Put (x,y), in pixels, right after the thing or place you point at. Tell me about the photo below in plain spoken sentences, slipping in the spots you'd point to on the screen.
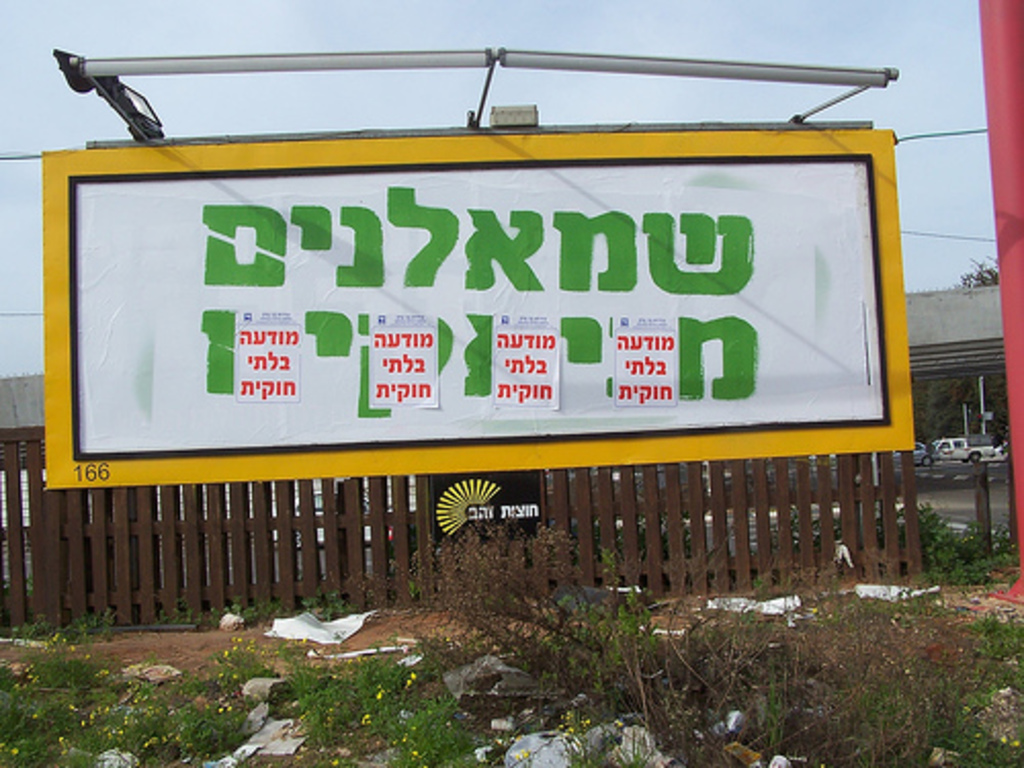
In this image in the front (595,675) there's grass (881,692) on the ground (483,699) and in the center (369,510) there is a fence (635,542). On the top of the fence (646,535) there is a banner (475,286) with some text (218,327) written on it. In the background (967,436) there are vehicles (958,440) and there is a wall (961,330) and there are trees (970,389). On the right side (1002,205) there is a pole (1007,216) which is red in colour.
